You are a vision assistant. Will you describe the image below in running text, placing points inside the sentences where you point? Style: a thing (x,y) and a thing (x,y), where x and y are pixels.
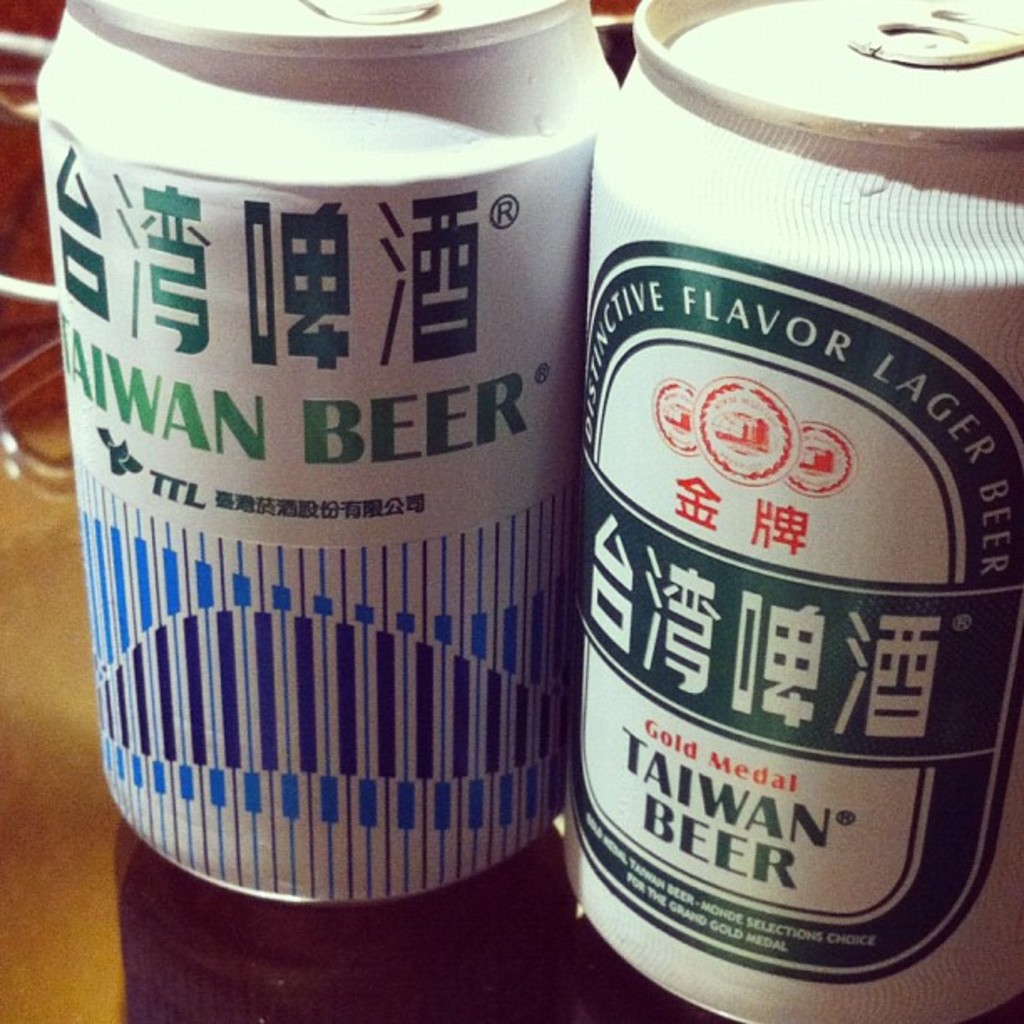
On the left side (165,122), there is a tin (388,170) having a sticker (494,325) on it. This tin (494,325) is placed on a surface (113,822). On the right side (974,548), there is another tin (924,90) having a sticker (700,447) pasted on it. This tin (613,742) is placed on the surface (557,950). And the background (36,41) is blurred.
